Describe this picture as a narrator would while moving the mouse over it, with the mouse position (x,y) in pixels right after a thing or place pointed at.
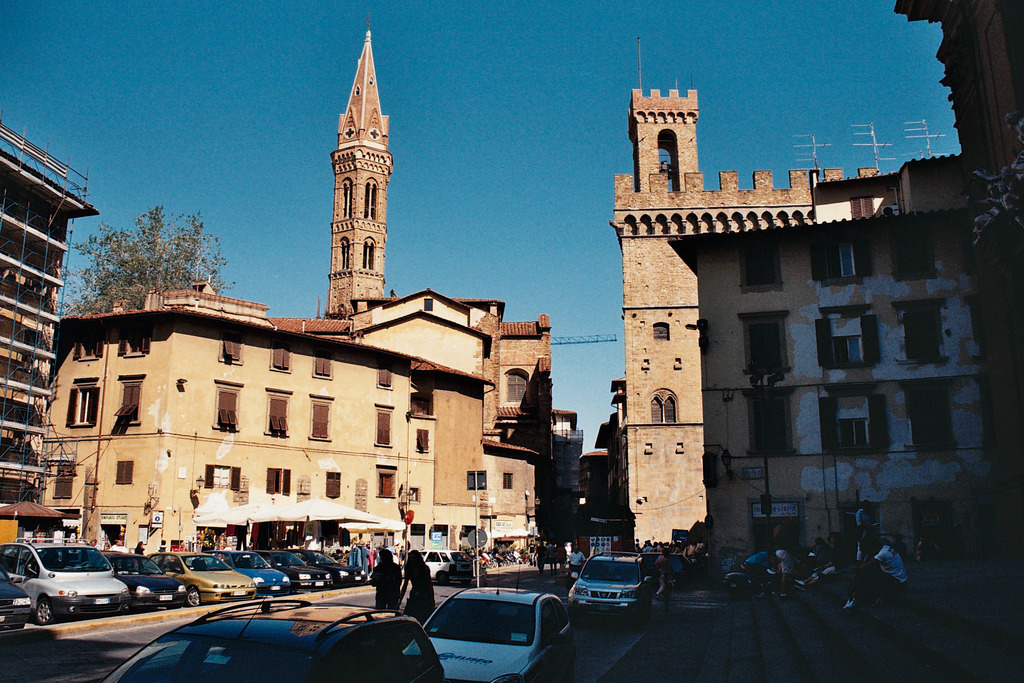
Vehicles (208,619) are on the road (364,600). Here we can see people (872,561) and poles (407,548). Background (419,517) there are buildings (623,386), trees (184,287) and sky (294,88). Sky (464,93) is in blue color. To these buildings (499,373) there are windows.
